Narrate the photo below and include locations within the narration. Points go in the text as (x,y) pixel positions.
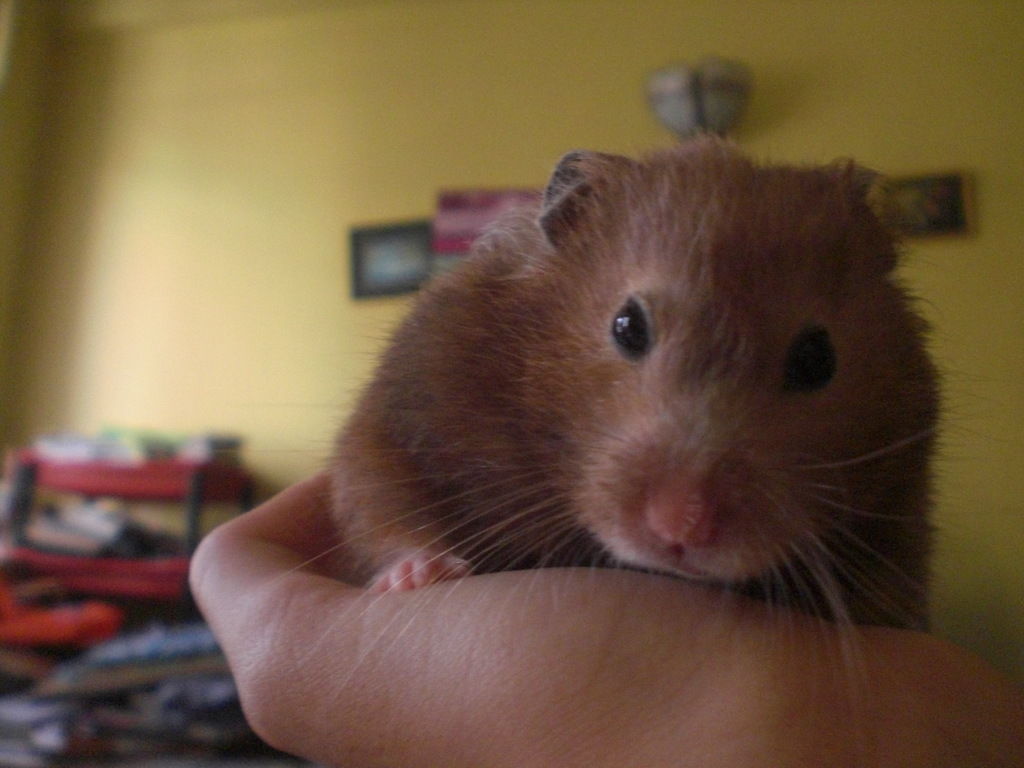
In the picture we can see a hamster (786,421) on the hand (741,682), in the background (20,548), we can see some racks (18,578) which are plastic and some things (123,505) in it and to the wall (255,296) we can see a photo frame (417,232) and a wall (143,285) is yellow in color.
